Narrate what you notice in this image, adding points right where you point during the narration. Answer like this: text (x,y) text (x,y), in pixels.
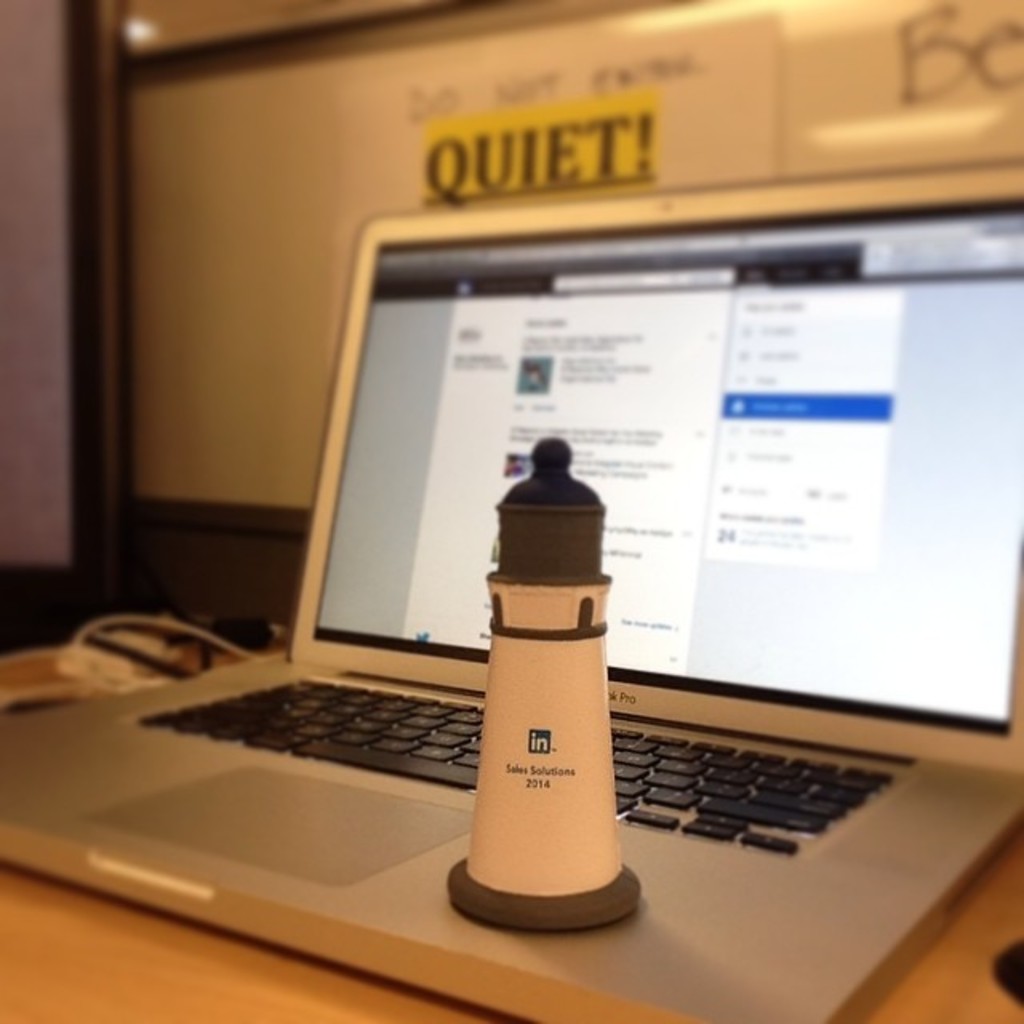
In the image there is a laptop (446,656) and on the laptop (450,478) there is some object (529,757) and the background of the laptop (932,339) is blurry.
